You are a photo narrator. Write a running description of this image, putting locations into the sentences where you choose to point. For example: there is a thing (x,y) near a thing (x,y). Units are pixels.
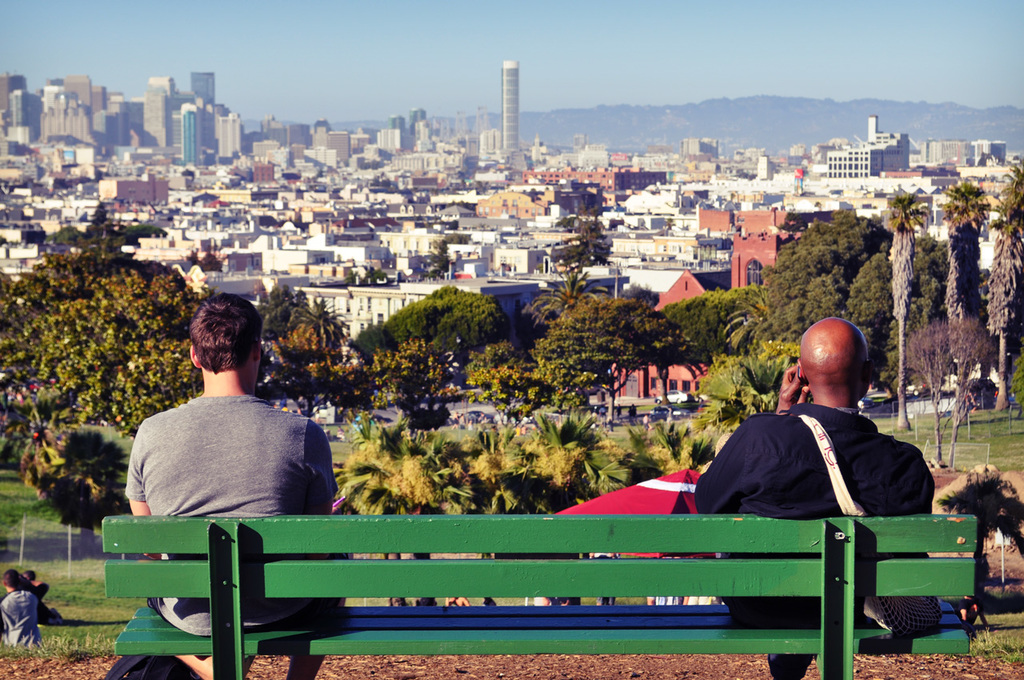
Two people (251,382) are sitting on a bench (470,565). In front of them there are trees (385,395) and many buildings (443,174).
